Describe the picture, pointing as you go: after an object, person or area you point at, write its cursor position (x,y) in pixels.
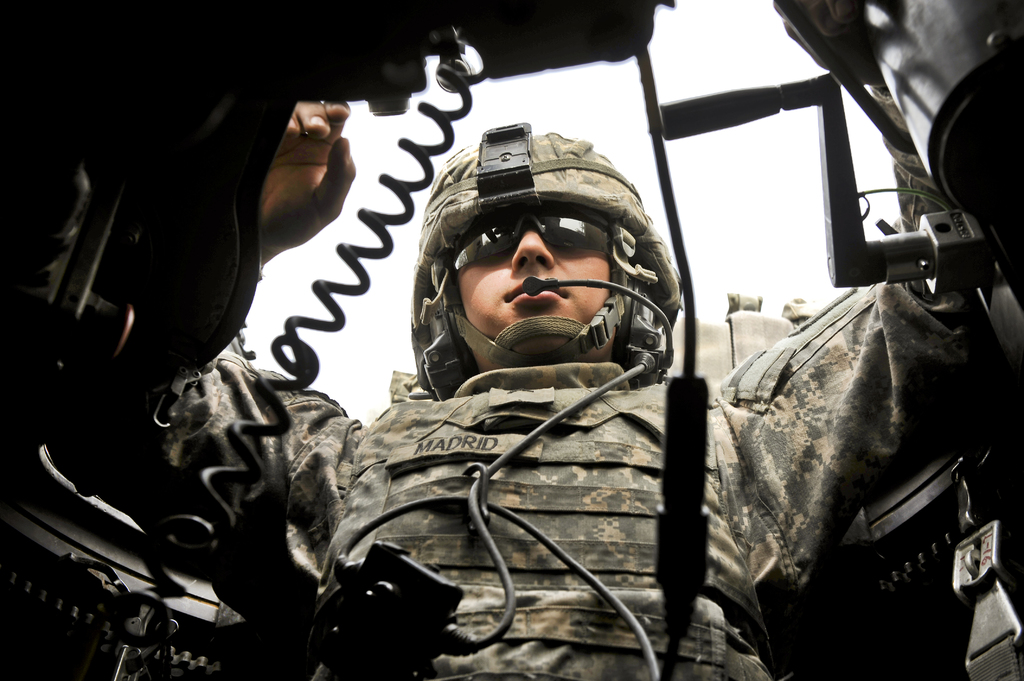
In this image we can see a person (523,411) with uniform (603,555), helmet (455,160) and goggles (572,234), there are few wires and objects (960,109) and the sky (755,195) in the background (707,194).
